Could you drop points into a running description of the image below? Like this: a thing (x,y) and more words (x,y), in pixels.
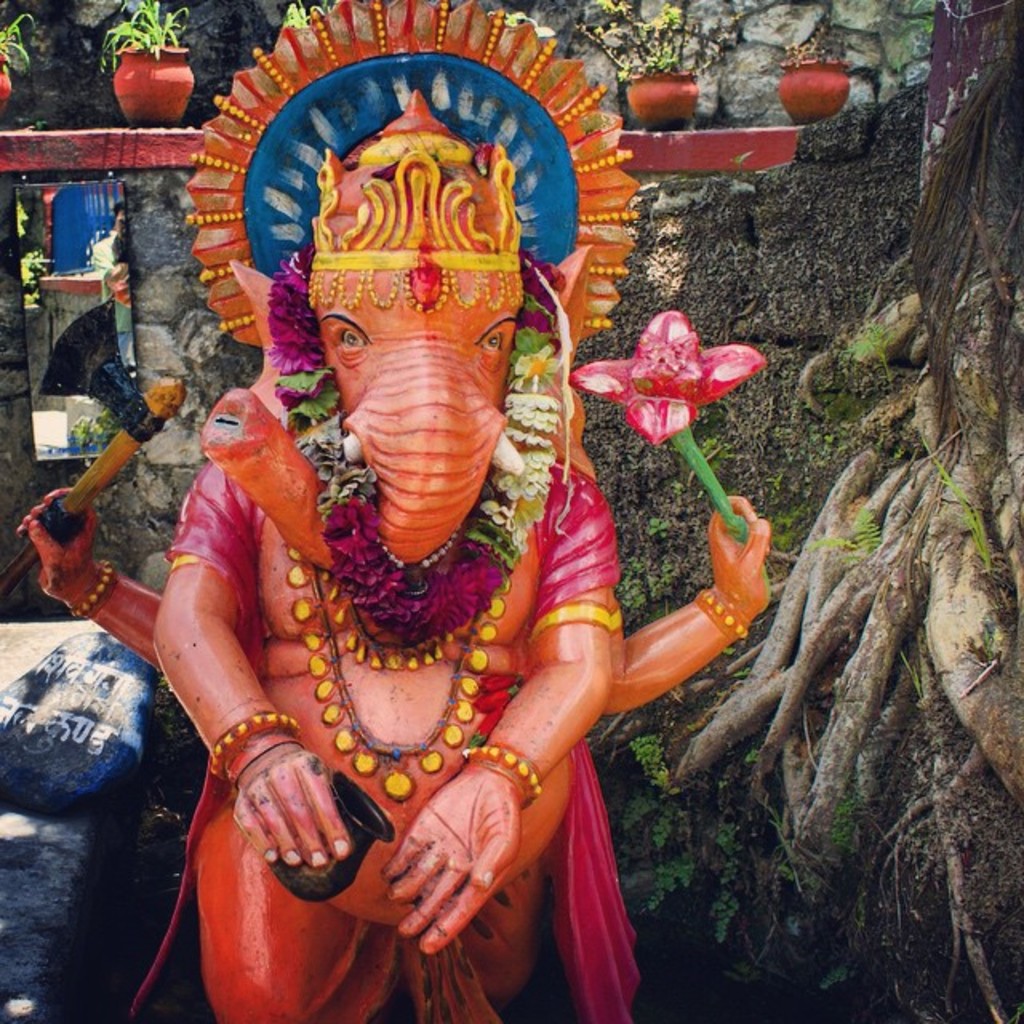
This picture seems to be clicked outside. In the center (487,669) we can see the sculpture (452,184) of a creature (459,663) holding some objects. In the background (831,80) we can see the houseplants (803,74) and a wall (863,312) and the trunk (966,295) of a tree (960,534) and some other items (103,181).
